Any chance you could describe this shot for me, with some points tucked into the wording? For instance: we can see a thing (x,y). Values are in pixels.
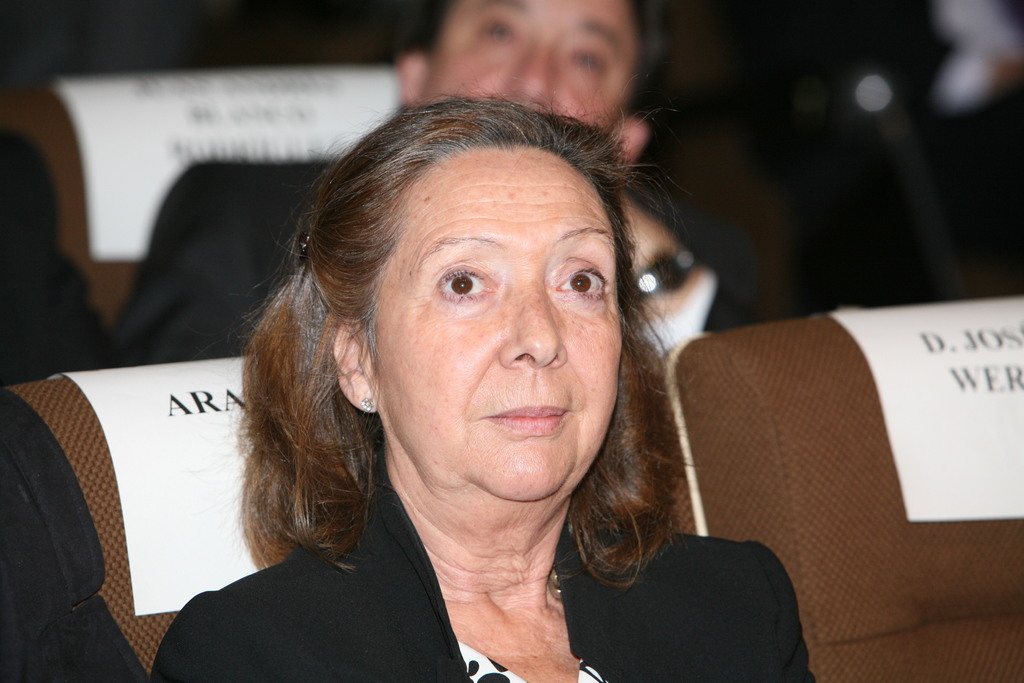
In this image we can see two persons (394,376) sitting on the chairs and also we can see an empty chair (793,373).
